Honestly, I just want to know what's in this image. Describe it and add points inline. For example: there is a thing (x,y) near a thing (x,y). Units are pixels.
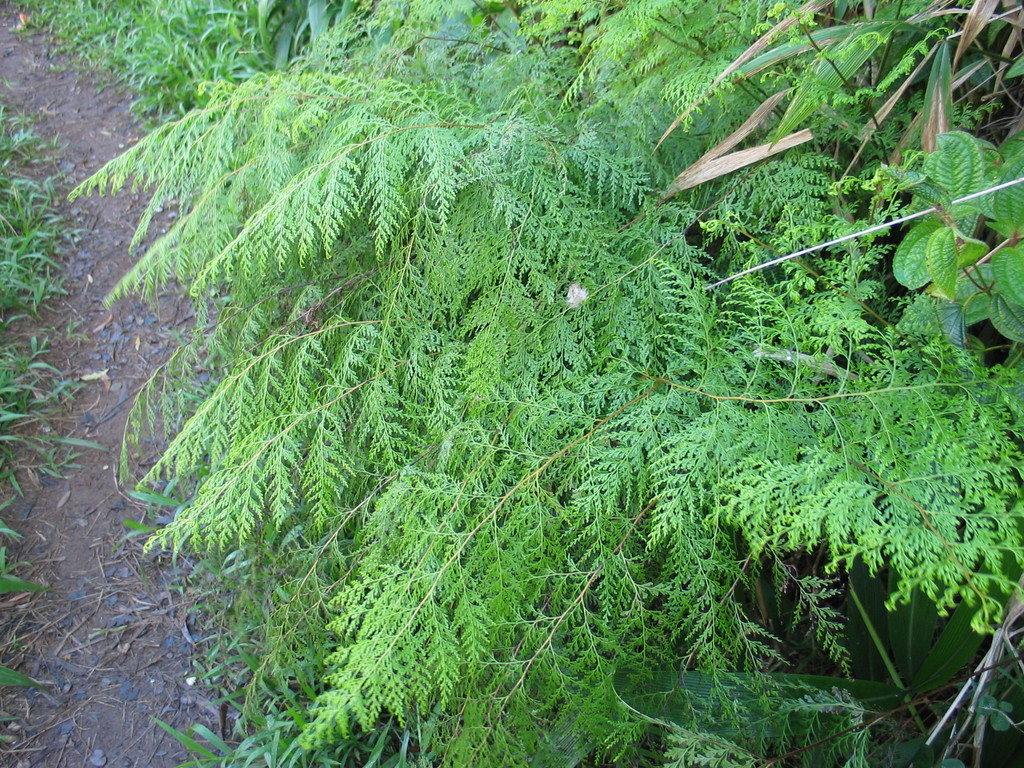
In this image we can see many plants (490,450). On the left side (98,557) we can see a small walkway (77,459).
